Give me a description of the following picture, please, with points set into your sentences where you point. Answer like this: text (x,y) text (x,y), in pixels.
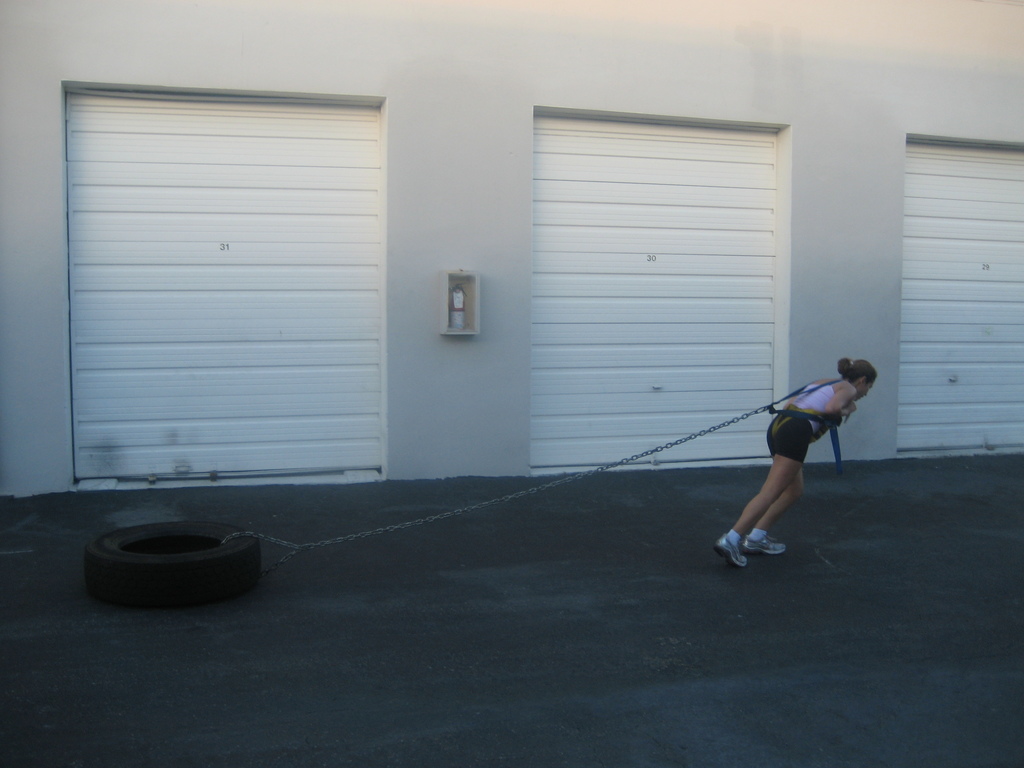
In this picture I can see a woman (772,479) trying to pull a tyre (230,595) with the help of a metal chain (743,416) and I can see few shutters (541,267).
